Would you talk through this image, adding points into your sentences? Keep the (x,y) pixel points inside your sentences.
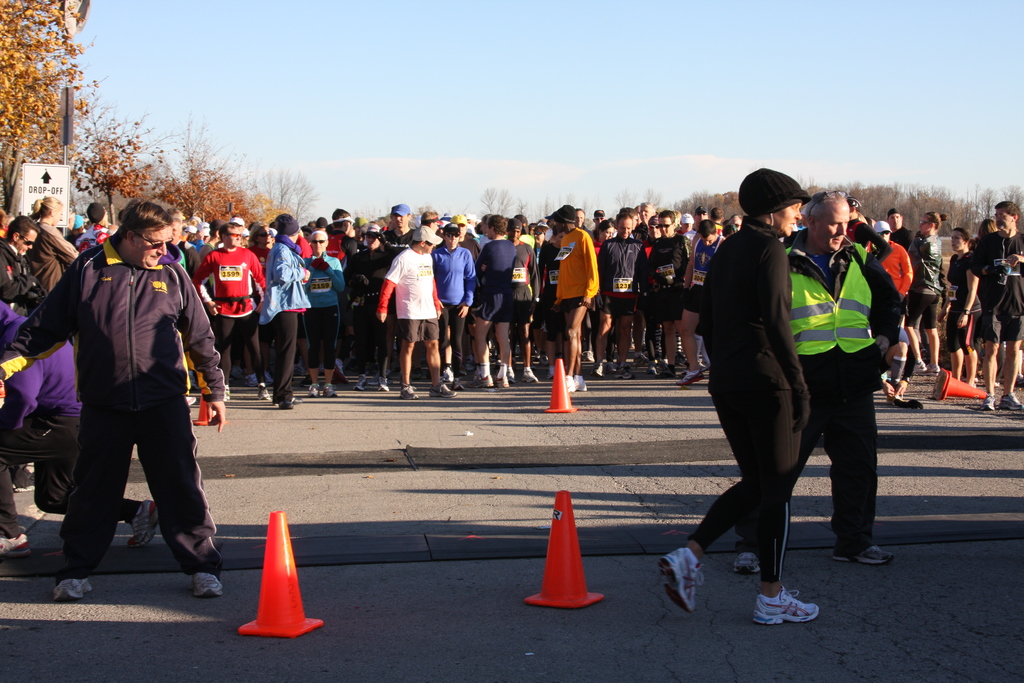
In this image I can see number of people (828,193) are standing. I can also see few orange colour cones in the front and in the background (818,172) I can see number of trees (28,99), clouds (289,171) and the sky (368,59). On the left side of this image (24,181) I can see few boards (41,183) and on one board (51,173) I can see something is written.
